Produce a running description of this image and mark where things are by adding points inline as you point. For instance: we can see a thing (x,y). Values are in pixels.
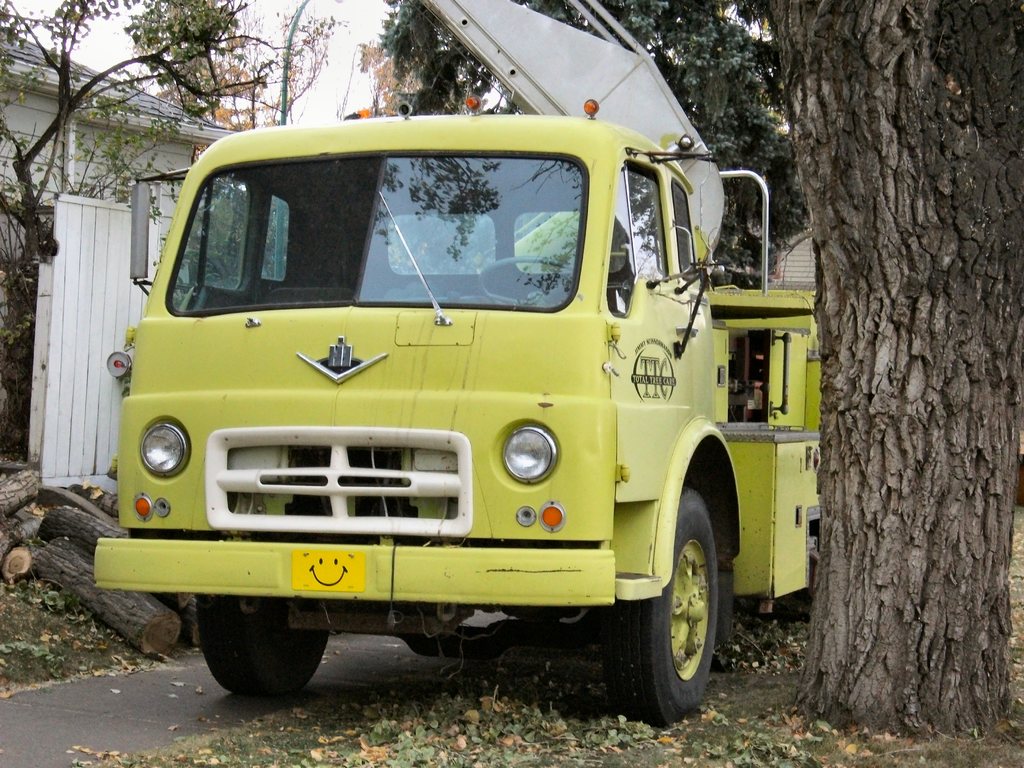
In the image in the center (425,371), we can see one vehicle (366,486), which is in green color. In the background (13,72), we can see the sky (369,19), clouds (51,42), trees (824,221), buildings (4,113), dry leaves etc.
